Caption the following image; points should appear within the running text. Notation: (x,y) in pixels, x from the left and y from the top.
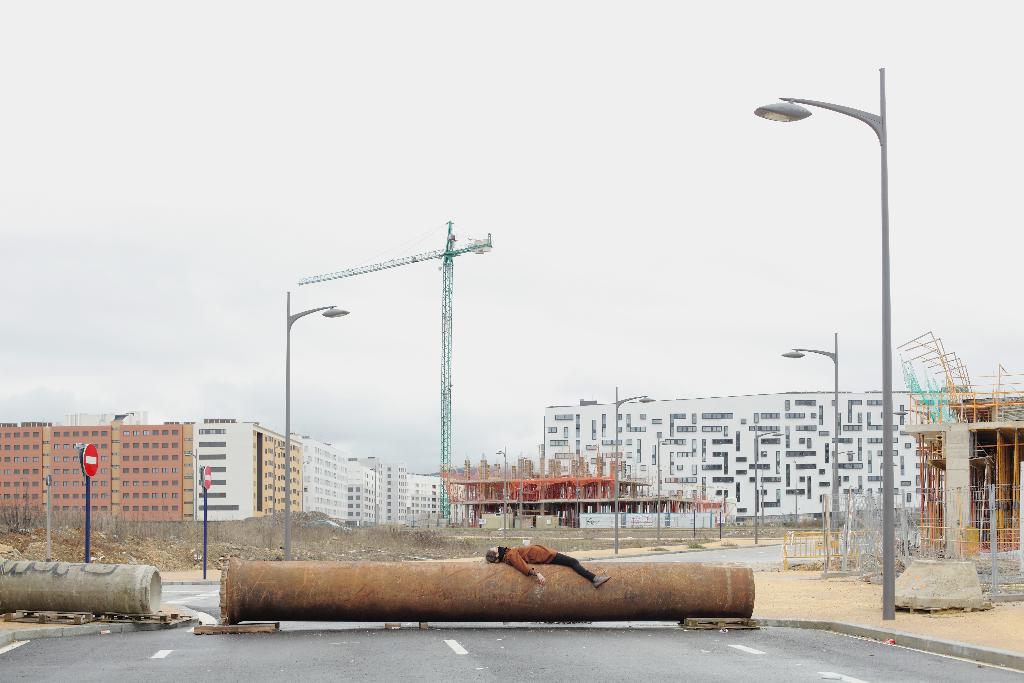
In this picture there is a pole (361,600) in the center of the image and there is a person (529,575), who is lying on it and there are buildings (527,492) in the background area of the image (519,466).
